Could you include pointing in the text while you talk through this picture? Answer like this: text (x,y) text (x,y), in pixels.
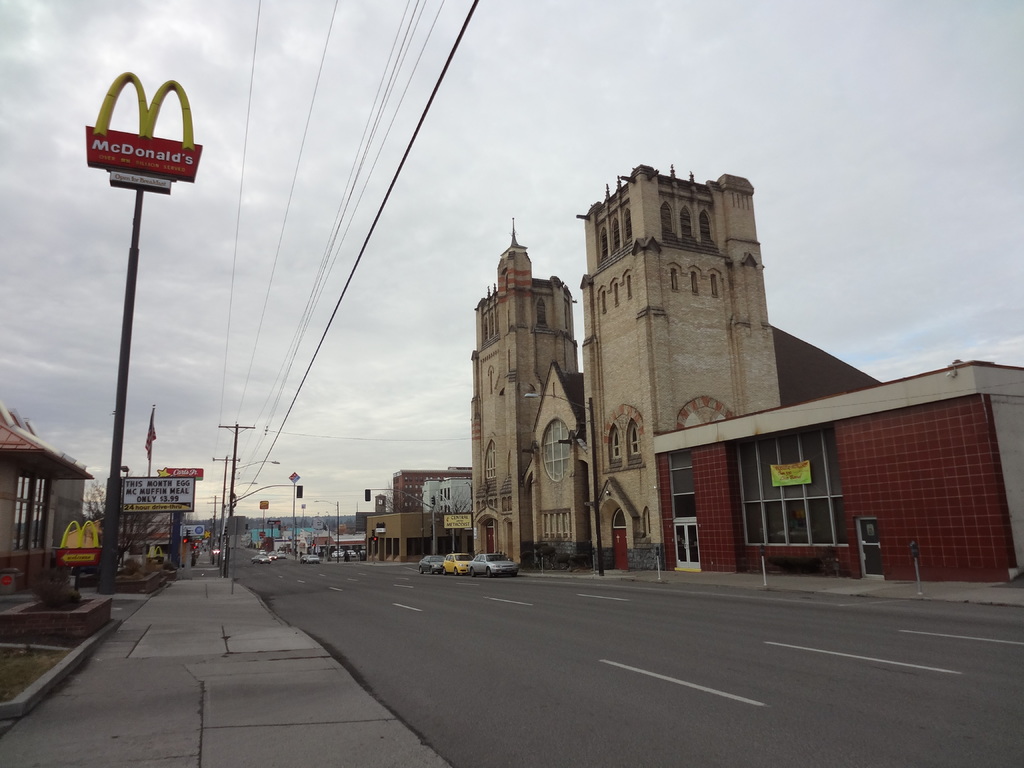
In this picture there are buildings (681,492) on the right side of the image (775,497), there are poles (295,498) and cars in the center of the image (385,489), there is a mcdonalds pole (134,243) on the left side of the image (124,342), it seems to be the road side view.
